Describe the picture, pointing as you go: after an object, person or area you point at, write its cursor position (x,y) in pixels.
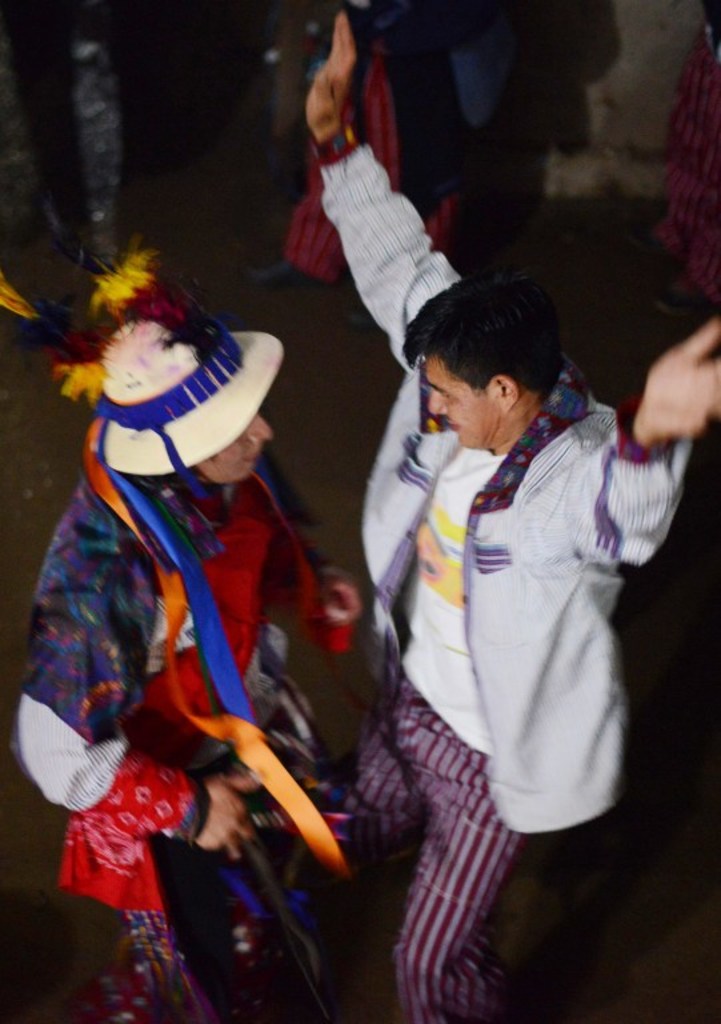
In the image in the center (339,570) we can see two people (212,645) were dancing and they were in different costumes (314,588). In the background (385,32) there is a wall (544,0) and few people (419,49) were standing.
